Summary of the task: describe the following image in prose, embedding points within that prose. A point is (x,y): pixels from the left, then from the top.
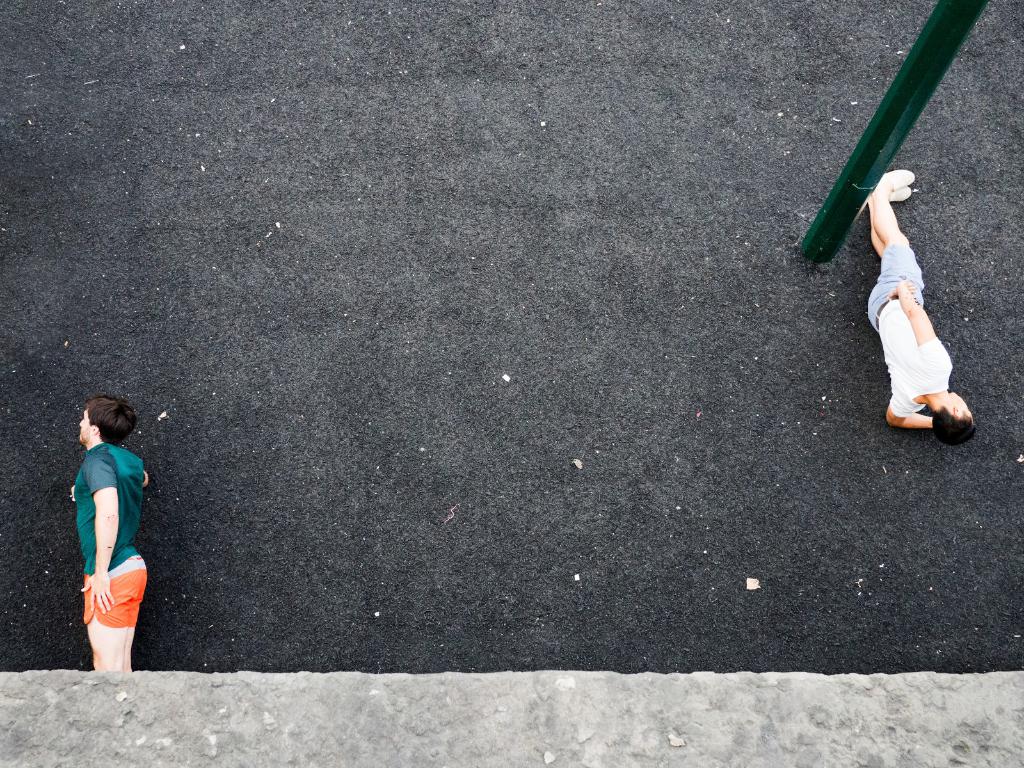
In this image there is one person (104,647) is lying on the ground (159,554) as we can see on the left side of this image (99,524). There is one other person (934,409) is also lying on the ground (827,323) on the right side of this image (904,288). There is a pole (886,120) on the top right side of this image (898,105). There is a ground (629,185) as we can see in the middle of this image (545,427).
